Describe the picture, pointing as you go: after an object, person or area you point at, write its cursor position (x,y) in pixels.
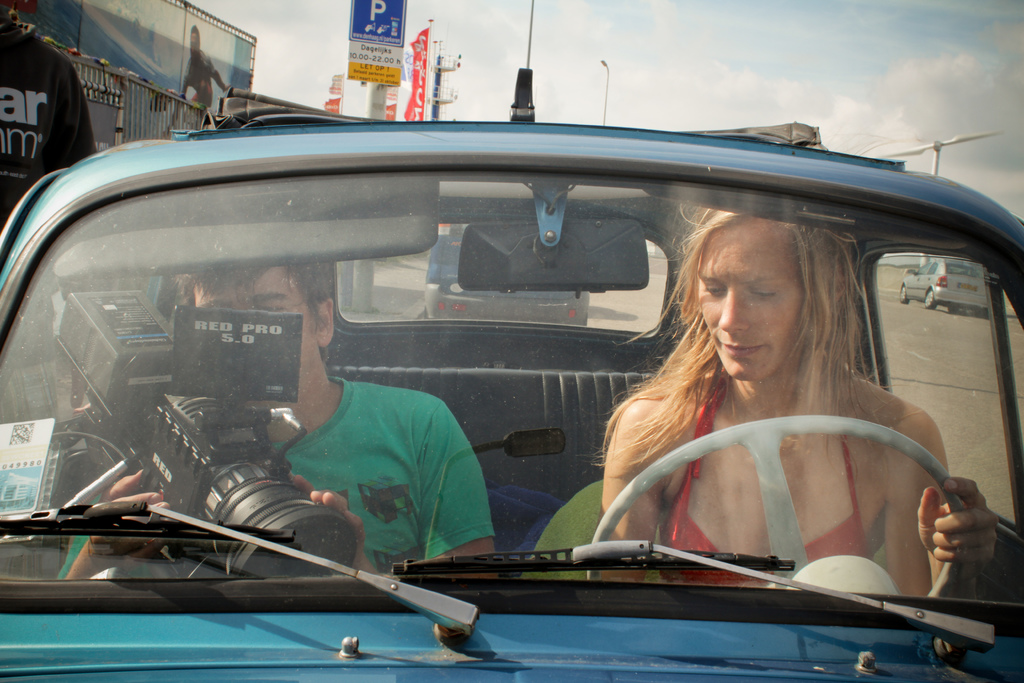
In this picture outside of the city (662,274). There are two persons (443,523) sitting on a car (632,285). On the right side (785,385) we have a woman (785,387). She is holding a steering (793,422). On the left side (323,443) we have a man (345,396). He is holding a camera (327,538). We can see in background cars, banner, sign board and clouds (881,151).
